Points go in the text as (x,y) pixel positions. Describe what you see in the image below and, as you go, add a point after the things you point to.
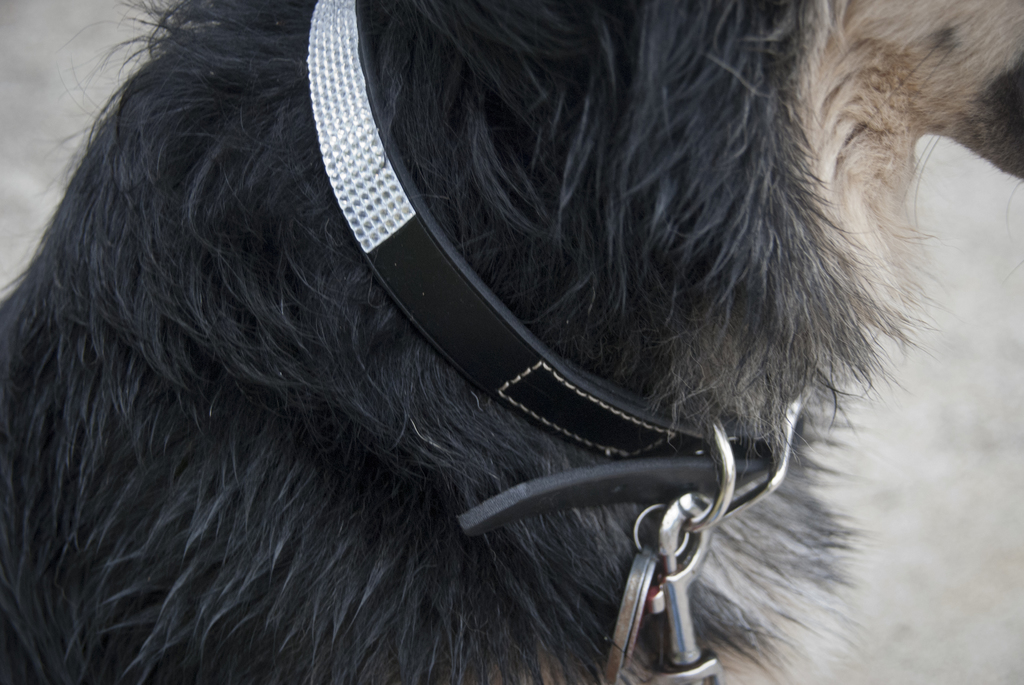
In the center of this picture (544,300) we can see a black color animal (417,342) wearing belt (390,269). In the background (996,234) we can see a white color object (997,207).
